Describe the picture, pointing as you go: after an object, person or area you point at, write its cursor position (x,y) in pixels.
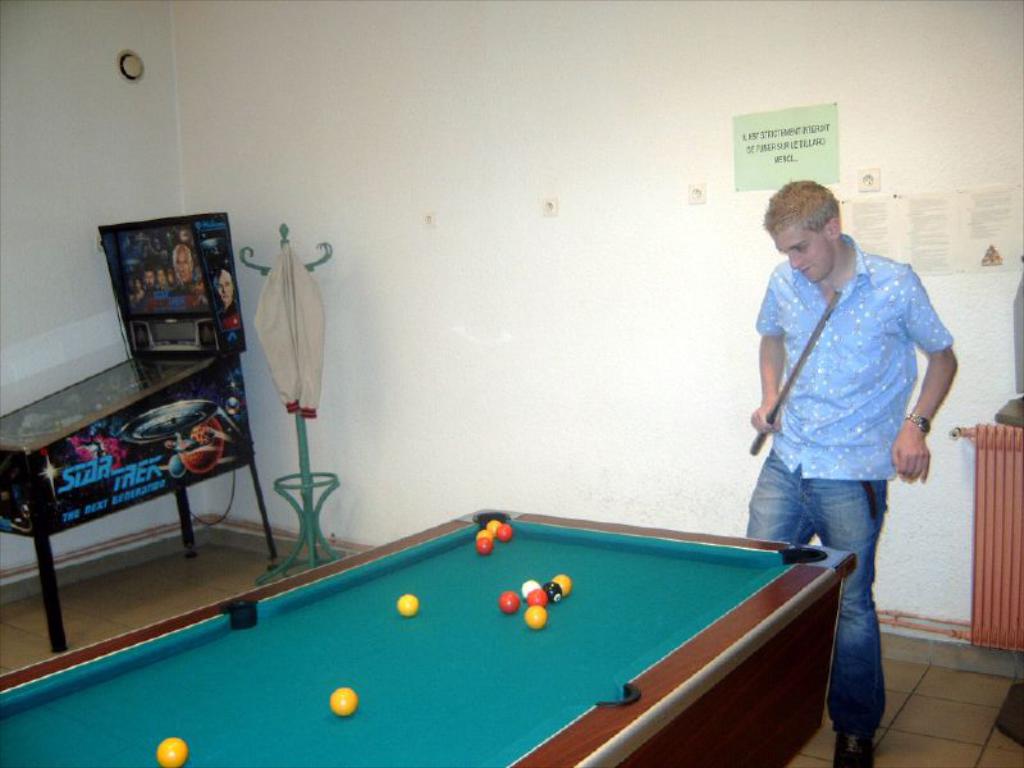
In this picture there is a man (878,383) standing near the snooker board (806,707), playing the snookers game and in back ground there is a game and poster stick to the wall (722,354).
